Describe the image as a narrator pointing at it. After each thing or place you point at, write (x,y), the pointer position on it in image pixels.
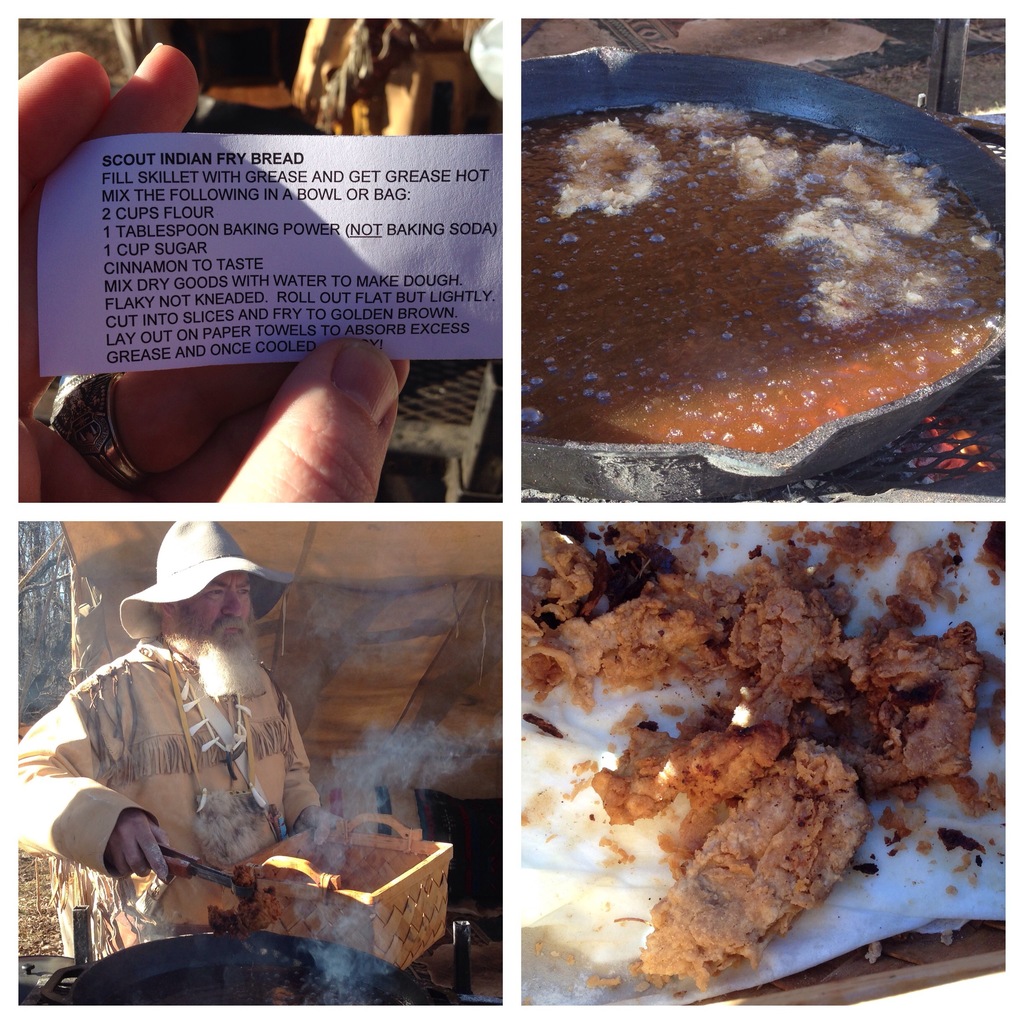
This is a collage of four image. First image a person (204,381) is holding a paper (238,253) with something written on it. On the second image there is a vessel (792,271) with some food item (822,287) on that. And it is on a grill (865,451). On the third image a person (179,722) is wearing a cap (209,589) and holding something. In front of him there is a basket (377,881). On the fourth image there is a food item (730,690) on tissue (917,892).
